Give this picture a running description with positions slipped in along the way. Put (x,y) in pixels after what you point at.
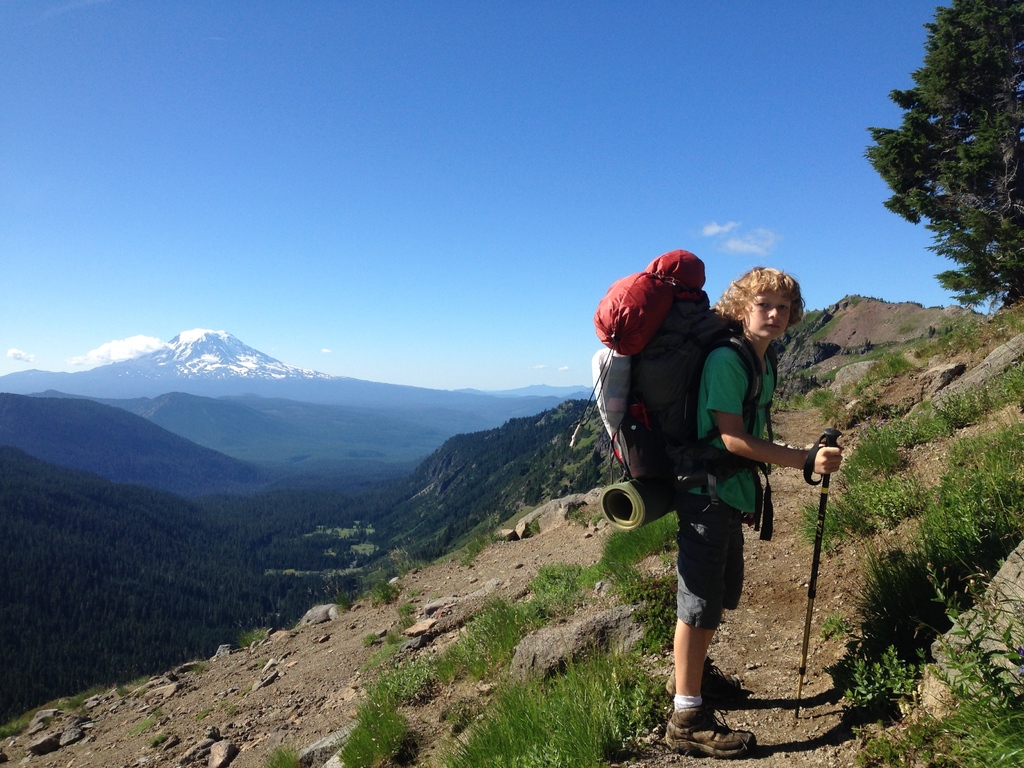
In this picture we can see a person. He is carrying his backpack (642,358). This is grass (516,719) and there is a tree (974,109). On the background (101,404) we can see a mountain (354,394). This is sky (454,212).
